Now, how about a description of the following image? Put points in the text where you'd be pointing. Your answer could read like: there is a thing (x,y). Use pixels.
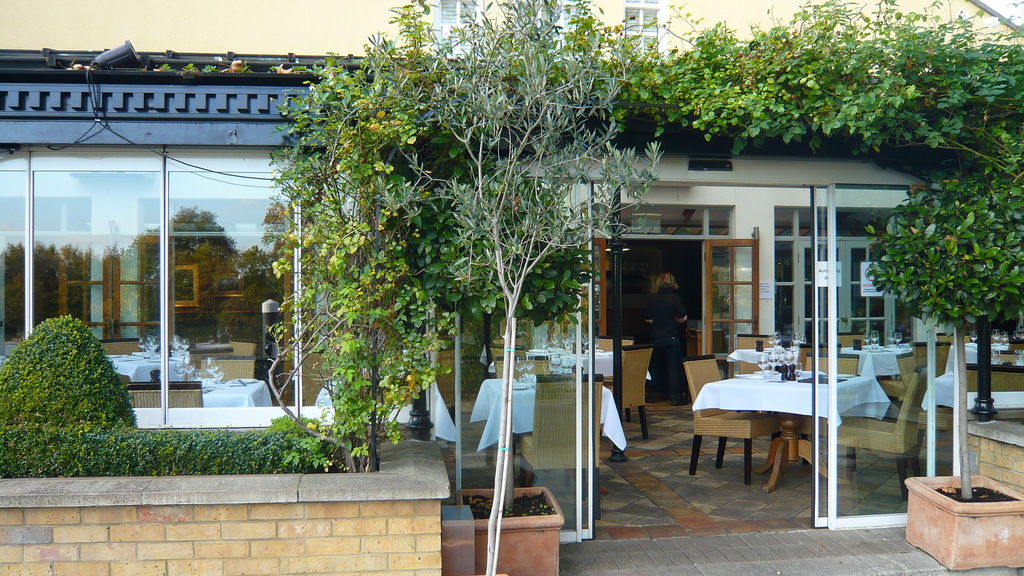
A picture of a restaurant (751,376). We can able to see chairs (712,415) and tables (757,404), on a table (784,396) there is a cloth (772,404) and glasses (799,360). These are plants (426,250). Far there is a building (613,21) with windows (651,22). Far a woman (667,326) is standing.
